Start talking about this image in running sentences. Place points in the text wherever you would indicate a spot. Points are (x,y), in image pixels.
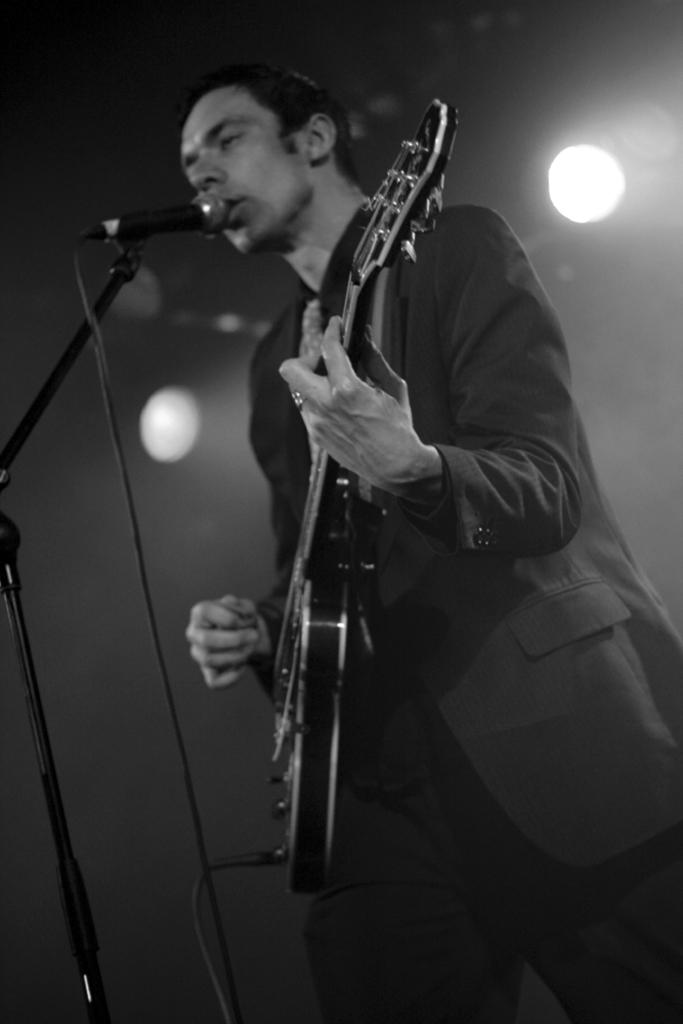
In this image i can see a man (371,458) is playing a guitar (338,523) in front of a microphone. The man (514,670) is wearing a coat (504,614).
